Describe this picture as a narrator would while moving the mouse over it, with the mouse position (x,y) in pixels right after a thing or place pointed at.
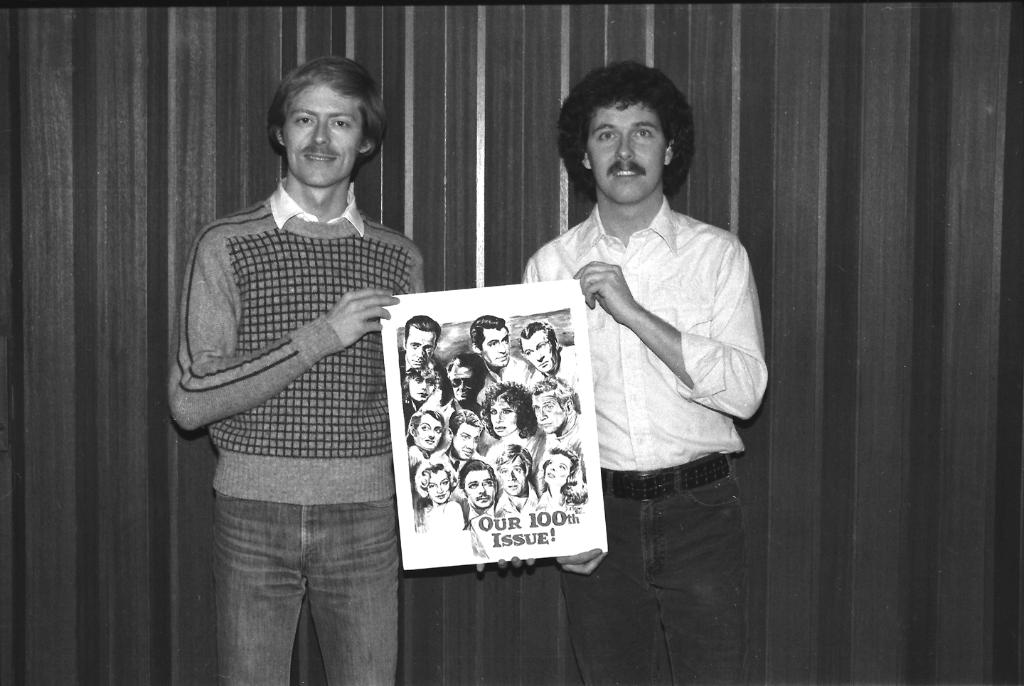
In the image I can see two people (673,434) who are holding a poster (400,409) on which there are some pictures (543,363) of people (533,344) and also I can see some text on it.
